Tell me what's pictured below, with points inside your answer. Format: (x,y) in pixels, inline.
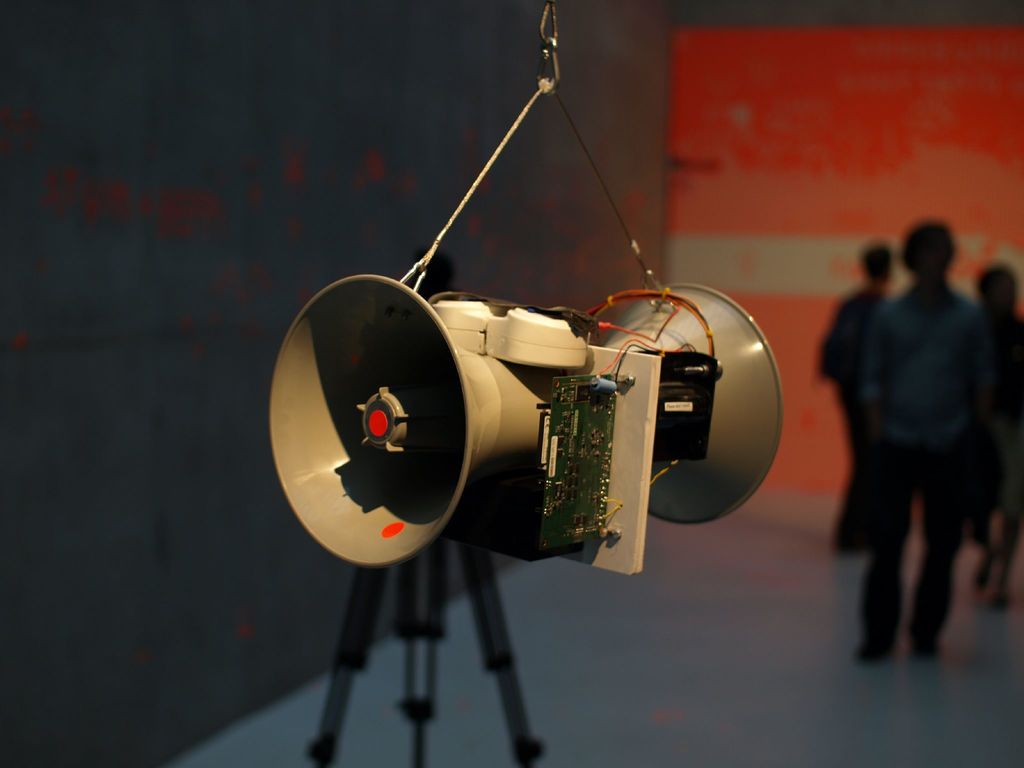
In this image I can see two speakers (672,342), wires (673,316), stand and chip (602,408). Back I can see few people (931,363) standing. I can see a black and orange color background (784,145).
